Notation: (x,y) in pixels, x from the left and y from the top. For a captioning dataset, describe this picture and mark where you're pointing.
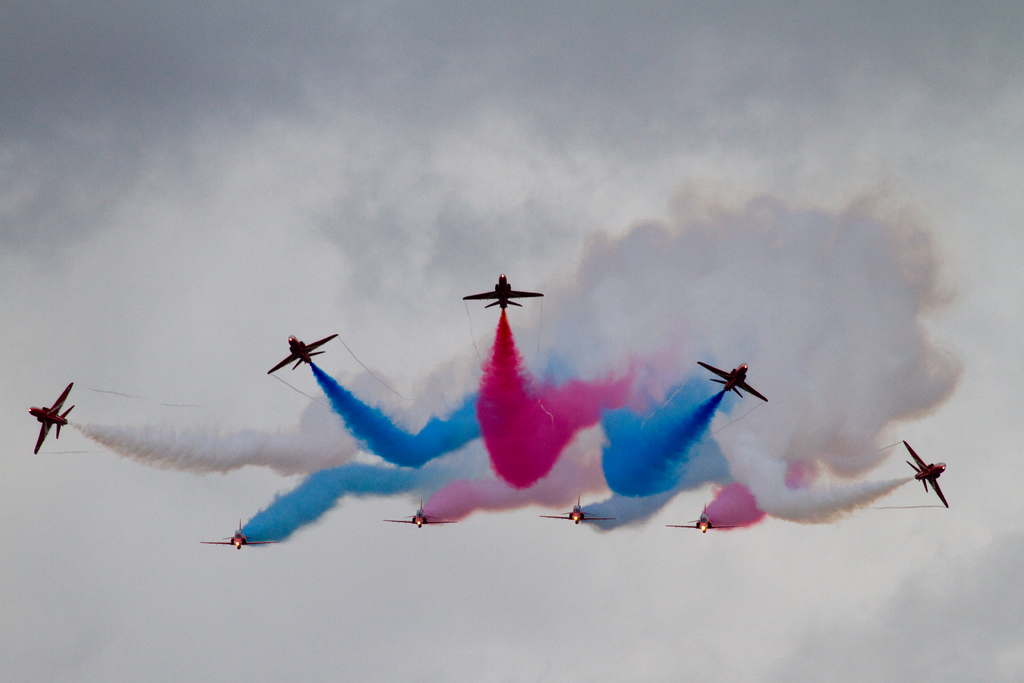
In this image we can see aircraft's (57,420) releasing color smoke (583,436). In the background of the image (411,170) there is sky (253,267).
